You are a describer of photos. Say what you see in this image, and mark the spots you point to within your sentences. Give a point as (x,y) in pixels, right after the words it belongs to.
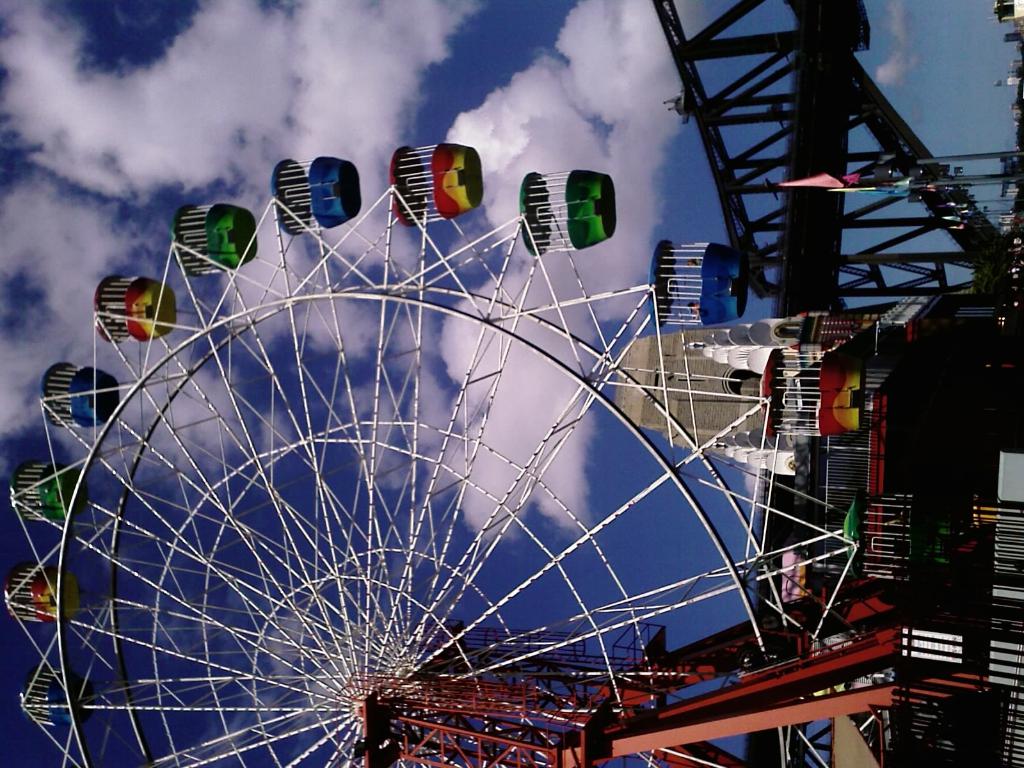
This is a rotated image. In this image there is a giant wheel (671,422) and a metal structure (802,147). In the background (266,128) there is the sky (219,151).
